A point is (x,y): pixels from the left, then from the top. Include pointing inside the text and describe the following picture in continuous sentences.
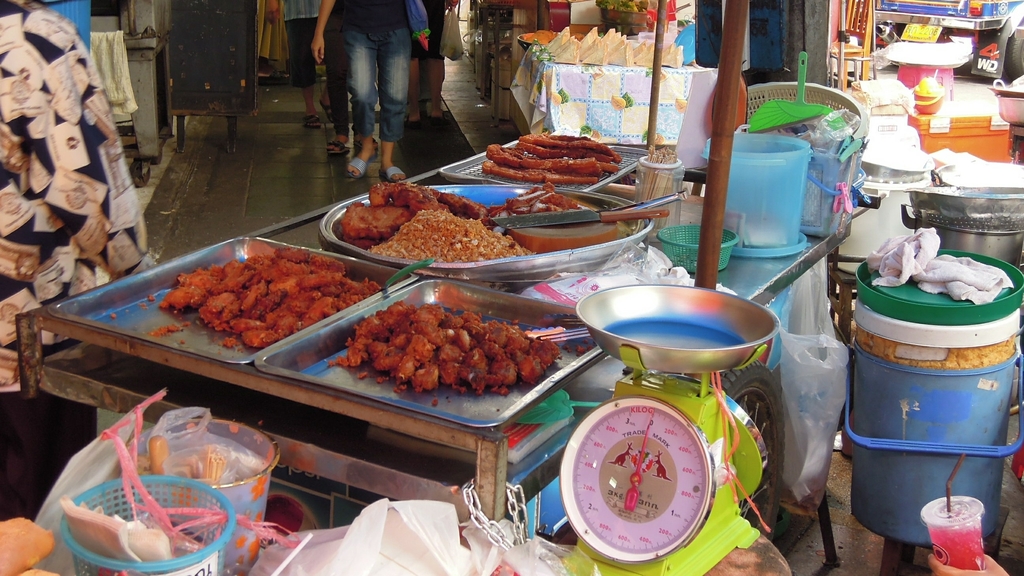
In this image I see few food items (399,220) over here and I see the weighing machine (630,378) over here and I see number of things (736,131) and I see few people (381,50) over here on this path (284,166) and I see a vehicle (942,35) over here and I see a person's hand (1002,572) over here who is holding a glass (942,523).
